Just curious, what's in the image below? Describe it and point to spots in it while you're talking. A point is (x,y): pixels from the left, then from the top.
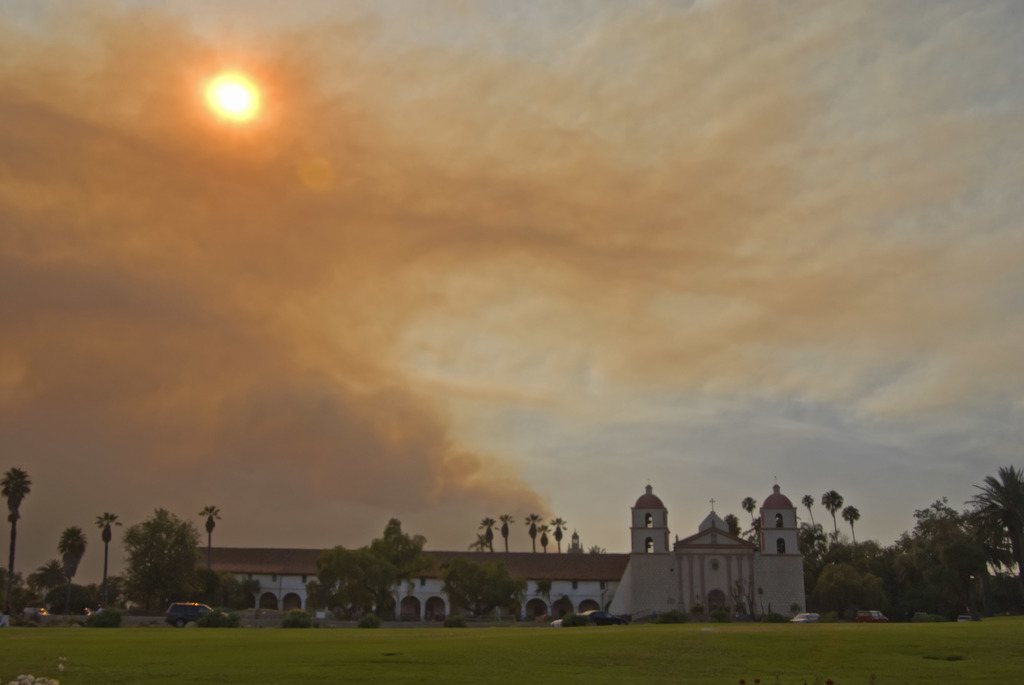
In this image, we can see the cloudy sky (464,268) and sun (233,96). At the bottom of the image (793,562), we can see the house (622,592), trees (460,593), vehicles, plants (762,615) and grass (624,648).
